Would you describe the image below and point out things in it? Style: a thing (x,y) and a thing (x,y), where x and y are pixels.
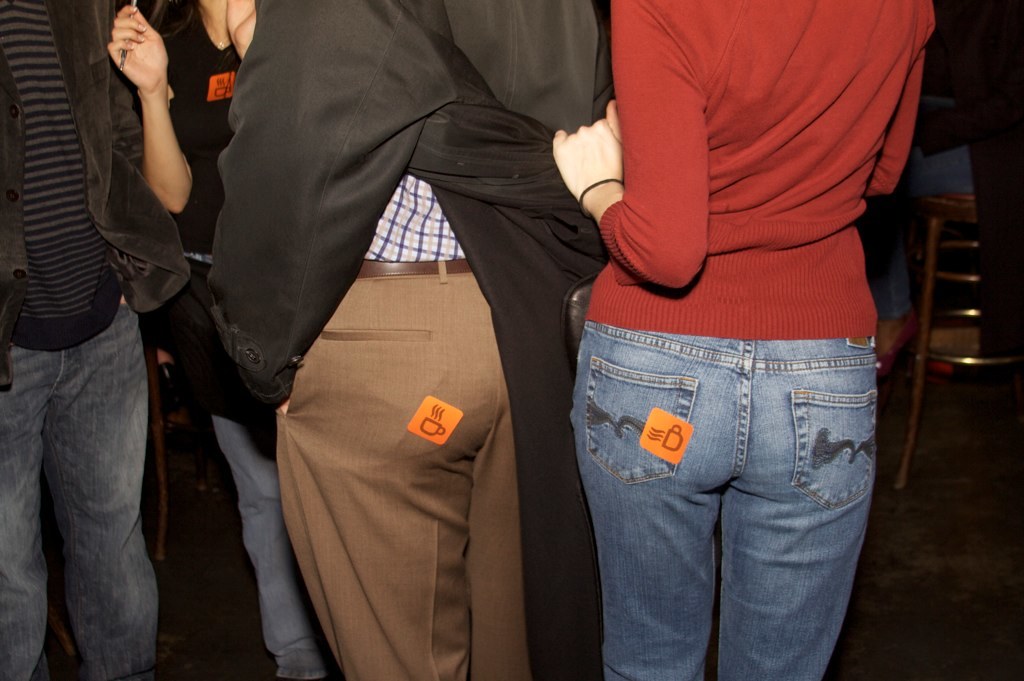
In this image there are a group of people (427,434) standing, and in the background (953,210) there are some chairs (902,462). And on the right side (929,163) there is one person (959,91) sitting on chair (933,247), at the bottom (923,596) there is floor (971,604).
